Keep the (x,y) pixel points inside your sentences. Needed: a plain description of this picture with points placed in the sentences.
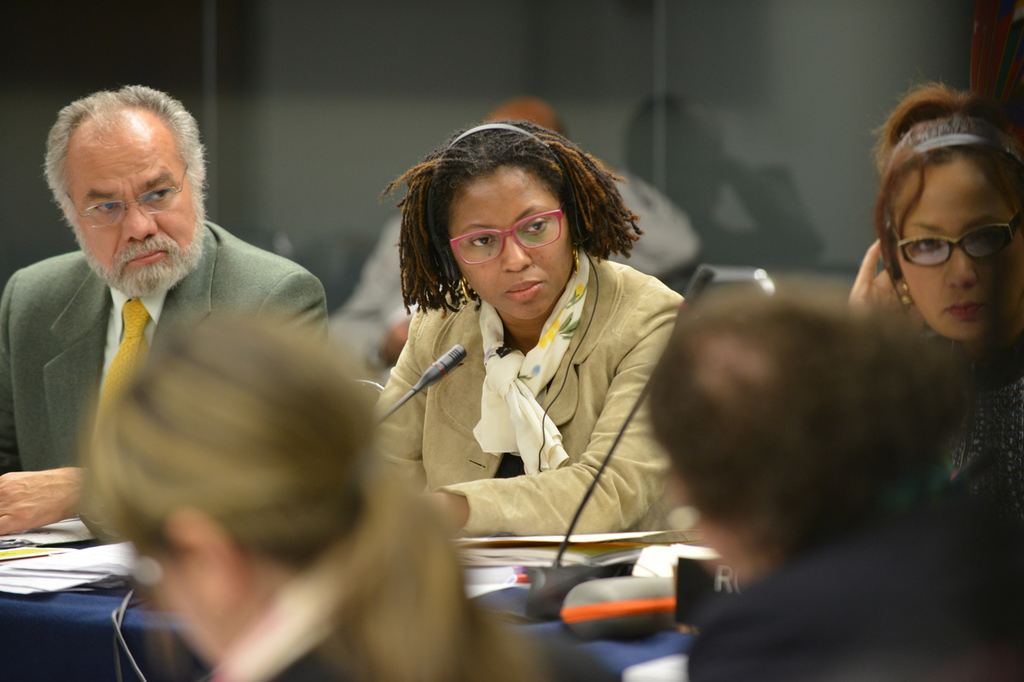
In this picture we can see some people (272,349) are sitting in front of the table (163,618), on it there are so many books (577,548), papers (545,557) and microphone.
